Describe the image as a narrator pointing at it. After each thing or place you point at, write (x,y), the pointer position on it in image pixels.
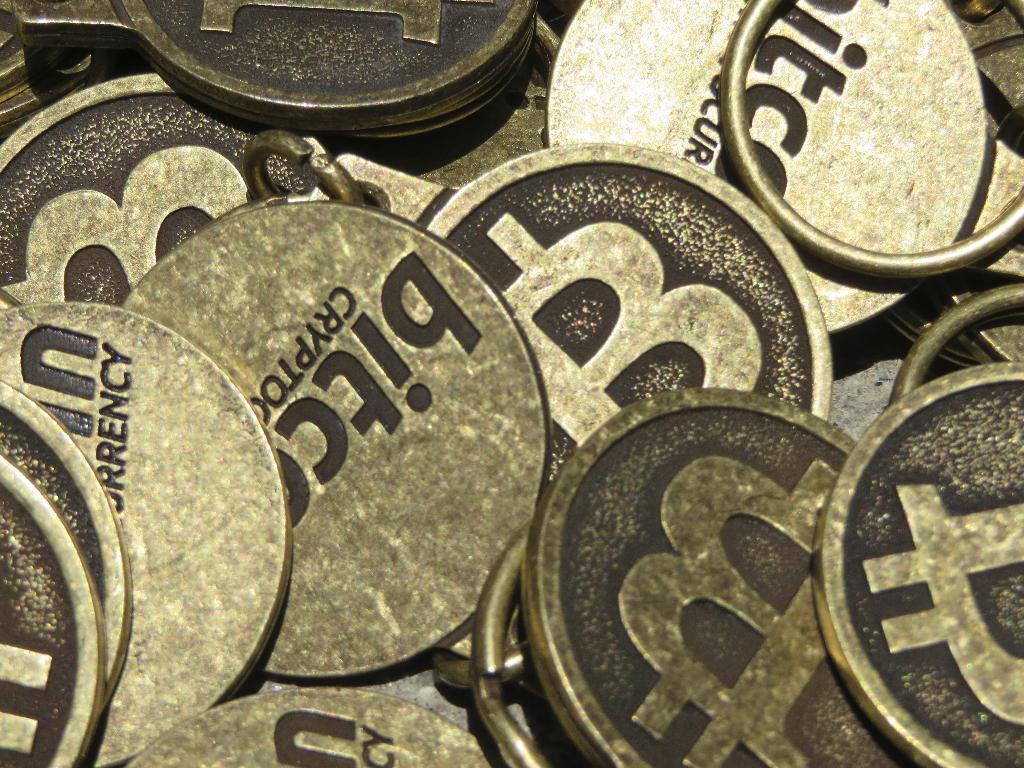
In this image we can see some coins (544,385), also we can see some text (531,259) on the coins (545,475).
